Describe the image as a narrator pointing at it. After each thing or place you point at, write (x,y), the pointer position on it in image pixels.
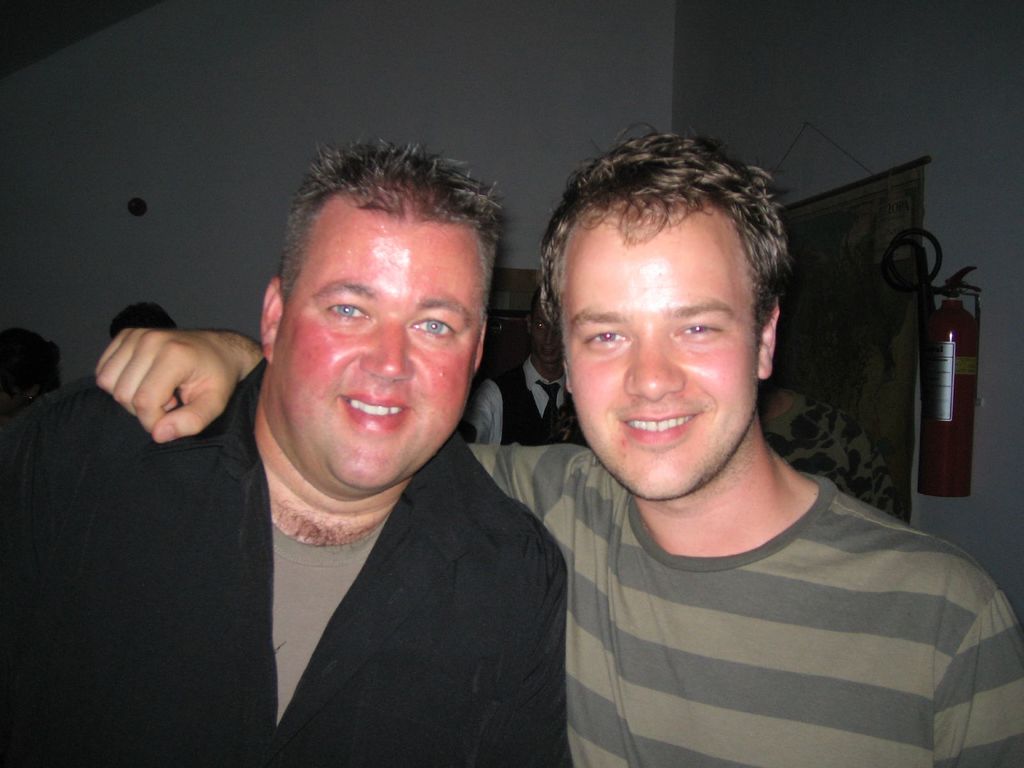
In this picture I can see two persons (654,360) smiling, there are group of people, there is an fire extinguisher (953,477), this is looking like a map (834,277) hanging to the wall (935,228), and in the background (970,507) there is a wall (590,119).
